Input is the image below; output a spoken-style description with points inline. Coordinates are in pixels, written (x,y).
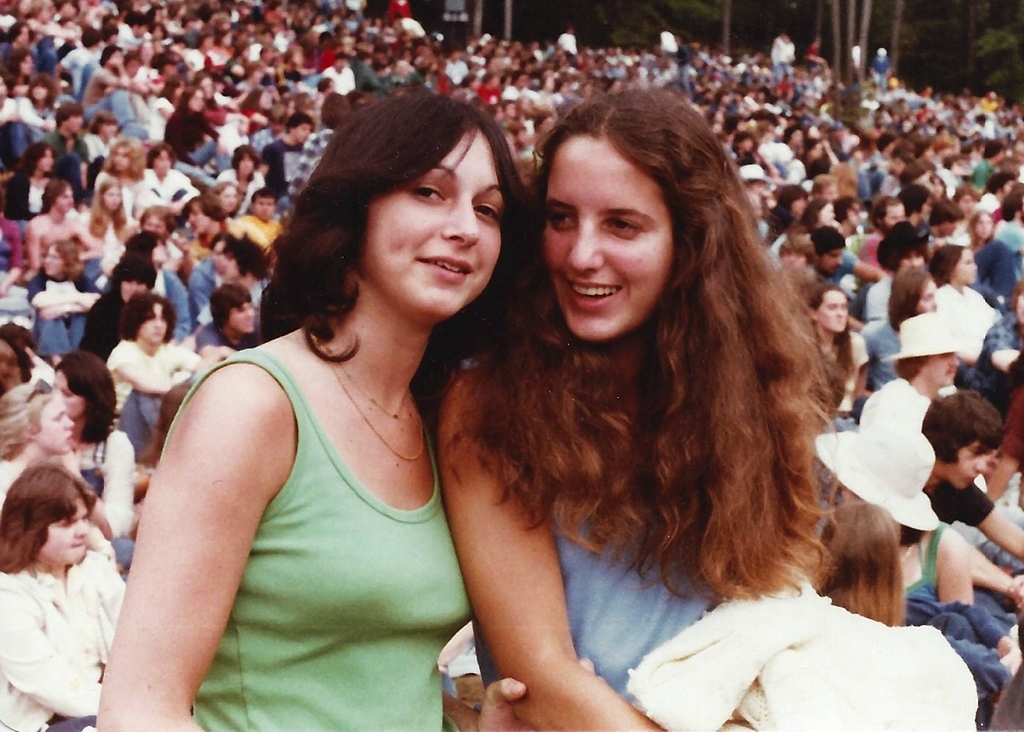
In front of the image there are two people (449,314) having a smile on their faces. Behind them there are a few people (974,437) sitting and there are a few people (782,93) standing. In the background of the image (1008,22) there is trees (953,13).
